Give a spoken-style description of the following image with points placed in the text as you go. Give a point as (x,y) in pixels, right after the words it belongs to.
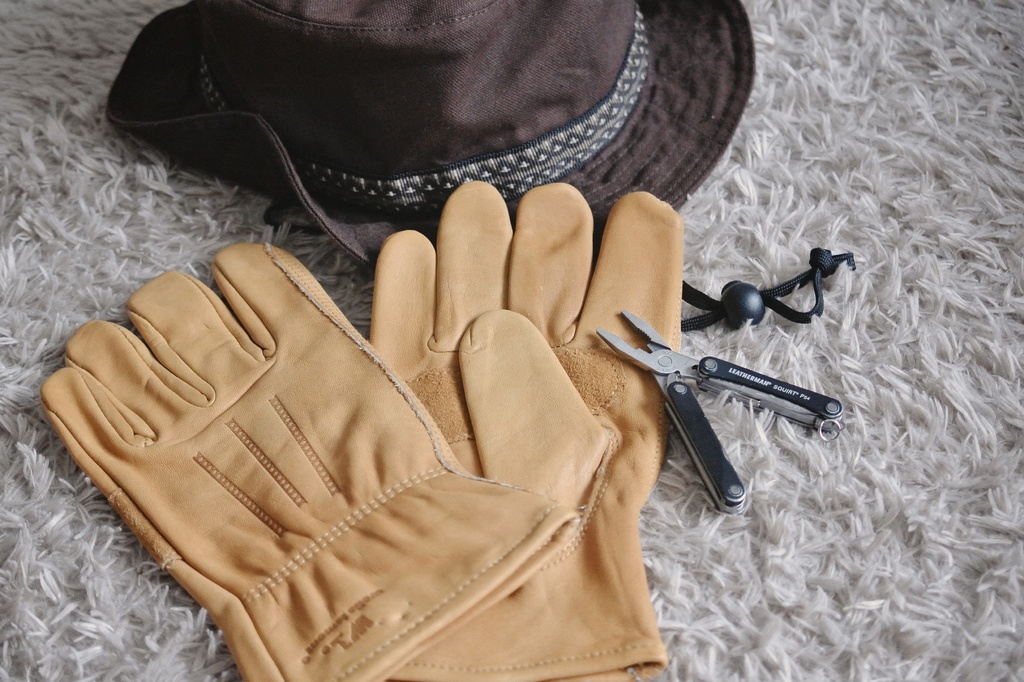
In this picture we can see a hat (401,174), gloves (533,355) and cutter (686,374) are present on a floor mat (674,530).
